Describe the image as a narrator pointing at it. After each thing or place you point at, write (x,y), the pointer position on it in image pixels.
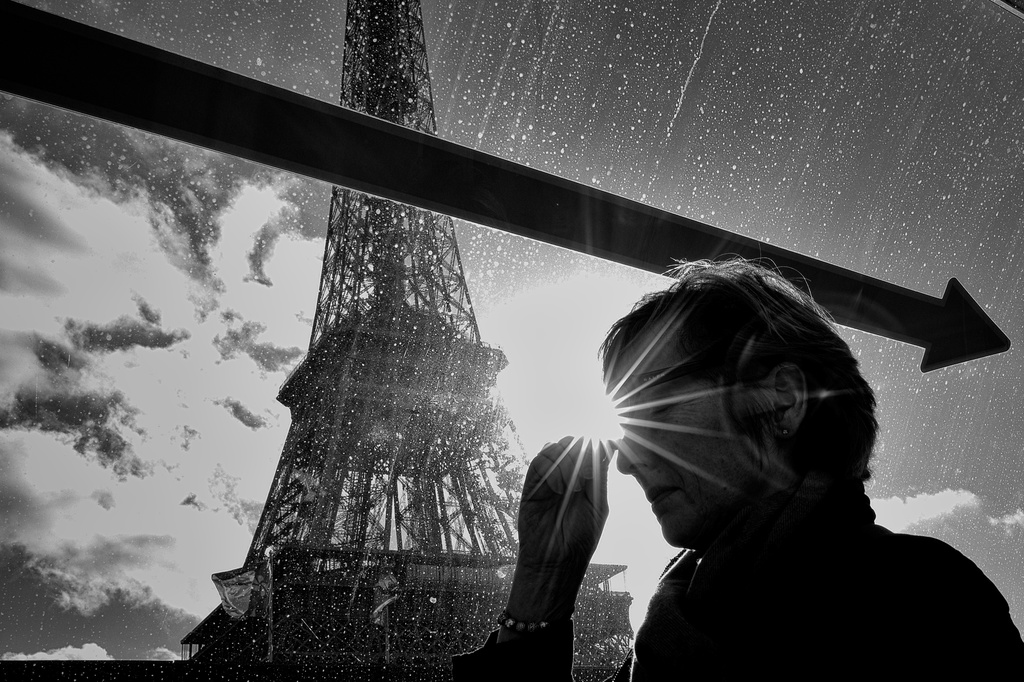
In this image we can see a lady (733,582) standing, a tower (373,349). A water drops (394,232) on the glass (914,68) of the window (787,157). We can see the bright sunshine (520,359) one side of the image slightly cloudy in the left most of the image (267,395).
